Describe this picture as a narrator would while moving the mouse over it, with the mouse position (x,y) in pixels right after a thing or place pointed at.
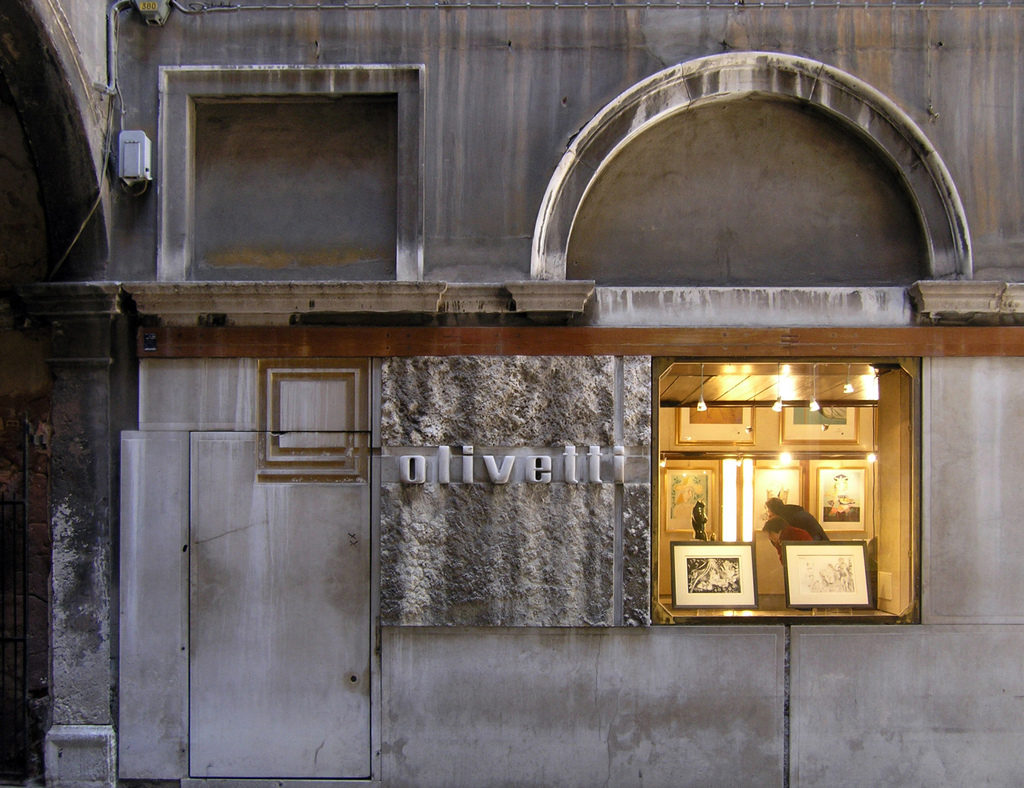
In this image there is a wall (868,524), there is a man (807,521) standing, there is a woman (780,528) standing, there are photo frames (773,491), there are lights (848,388), there is a roof (783,388), there is text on the wall (401,416), there are objects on the wall (207,181).
